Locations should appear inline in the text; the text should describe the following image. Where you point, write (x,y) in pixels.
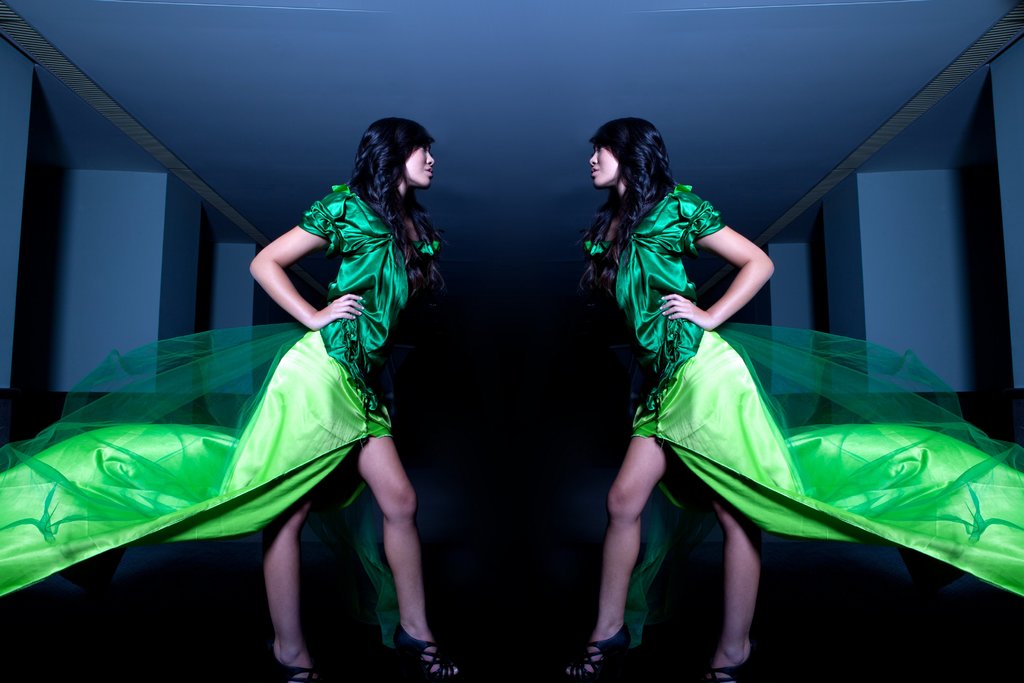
This picture is clicked inside the hall (313,264). In the center (658,285) we can see the two persons (704,403) wearing green color dresses (347,278) and standing. In the background (794,162) we can see the roof (570,44) and pillars (952,281).
